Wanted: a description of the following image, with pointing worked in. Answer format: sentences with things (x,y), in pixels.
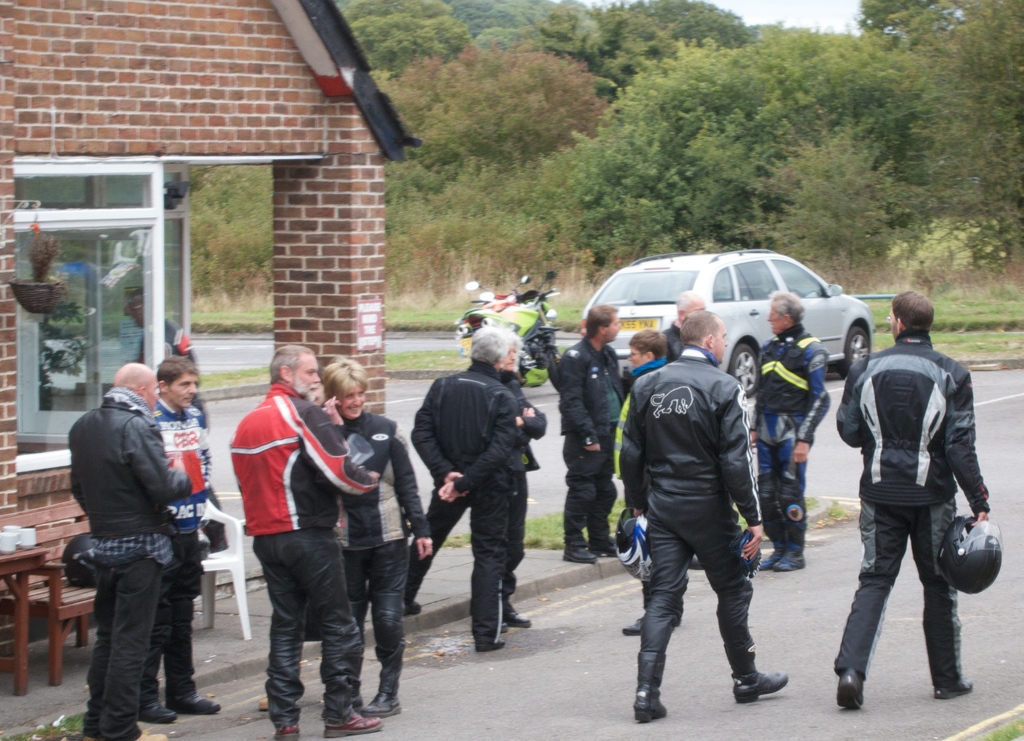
In this image in the foreground (757,517) there are a group of people (482,561) some of them are standing and some of them are walking, in the background (324,221) there is a house (67,370), tables (24,565), chairs (239,574) a glass window (102,303) and one flower pot (59,301) and some cups (32,536) are there on the left side (21,548). In the center (670,287) there is one car (657,291) and bike (510,306), in the background (565,50) there are some trees (767,82).
